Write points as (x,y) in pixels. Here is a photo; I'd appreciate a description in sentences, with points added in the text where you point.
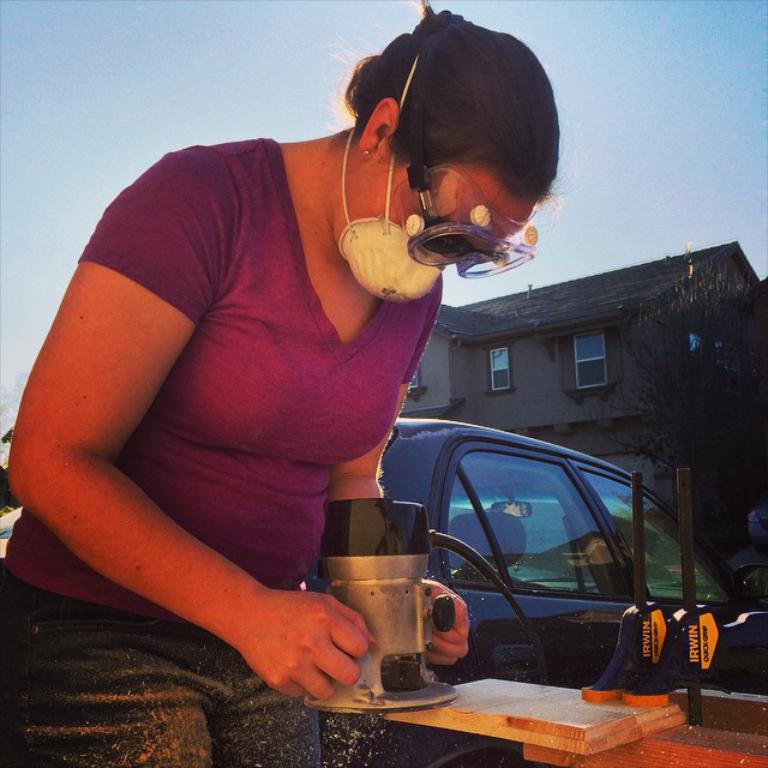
In this image I can see a woman (312,248) wearing a mask (389,251) and wearing a spectacle (466,273) and holding a router (395,611) visible on the foreground (312,426), in the background (45,78) I can see the sky (675,94) and the building (638,335), in front of the building (458,364) I can see vehicles (537,496).
